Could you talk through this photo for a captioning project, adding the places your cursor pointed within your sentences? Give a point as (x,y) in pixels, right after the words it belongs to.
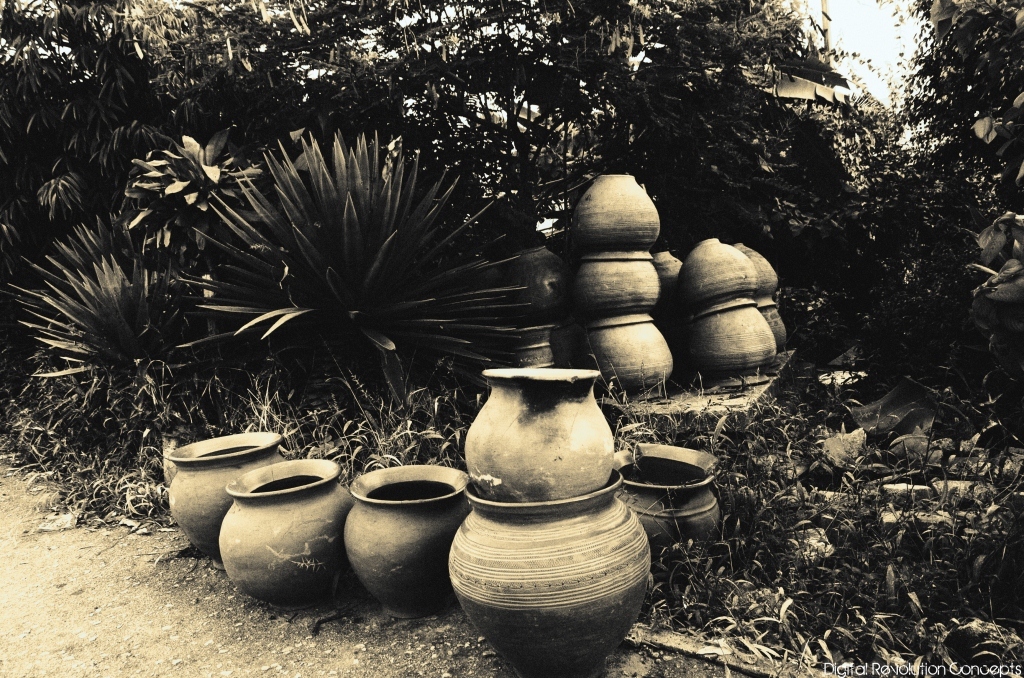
In this image we can see pots (346,511). In the background (51,174) there are trees (692,231) and sky (892,43). At the bottom (988,607) there is grass (996,643).
